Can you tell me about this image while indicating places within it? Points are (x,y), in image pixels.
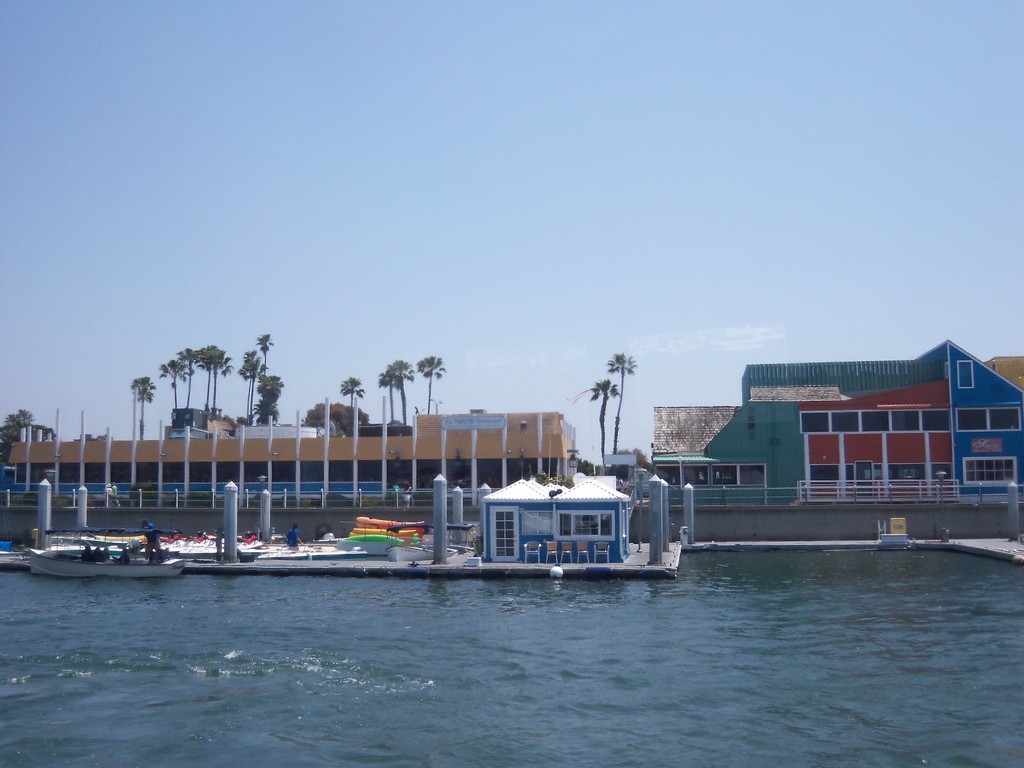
In the front of the image (497,583) I can see water (234,590), shelters (500,500), trees (620,398), railings (829,496), plants (195,496), boats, pillars (236,519) and objects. In the background of the image (370,401) there is the sky (522,216).
